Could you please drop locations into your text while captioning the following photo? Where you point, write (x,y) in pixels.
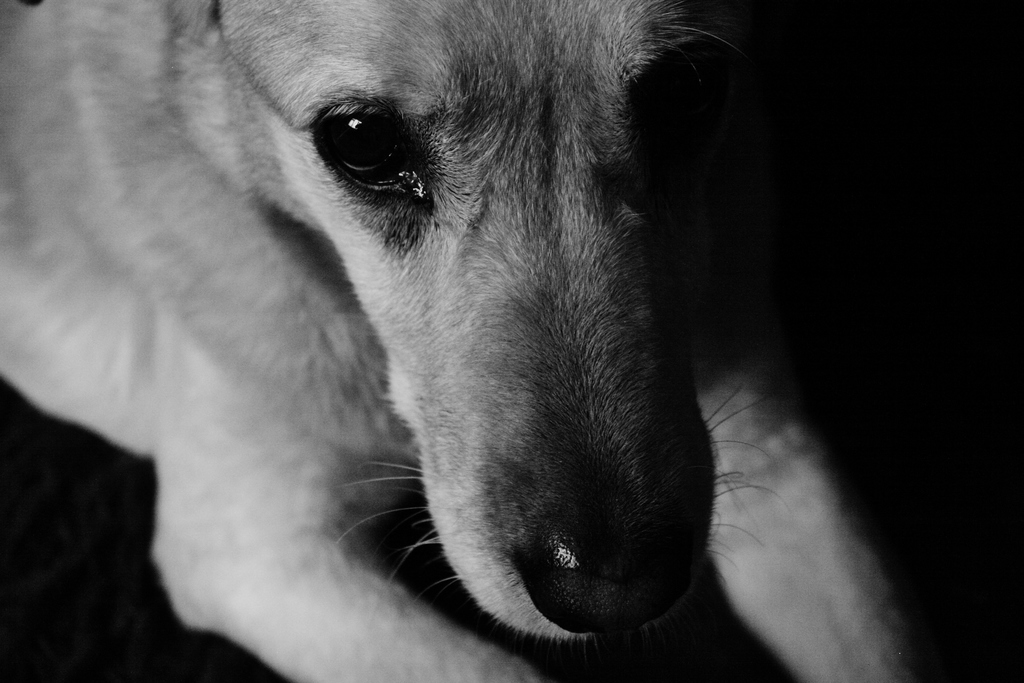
In this image there is a dog (455,291).
